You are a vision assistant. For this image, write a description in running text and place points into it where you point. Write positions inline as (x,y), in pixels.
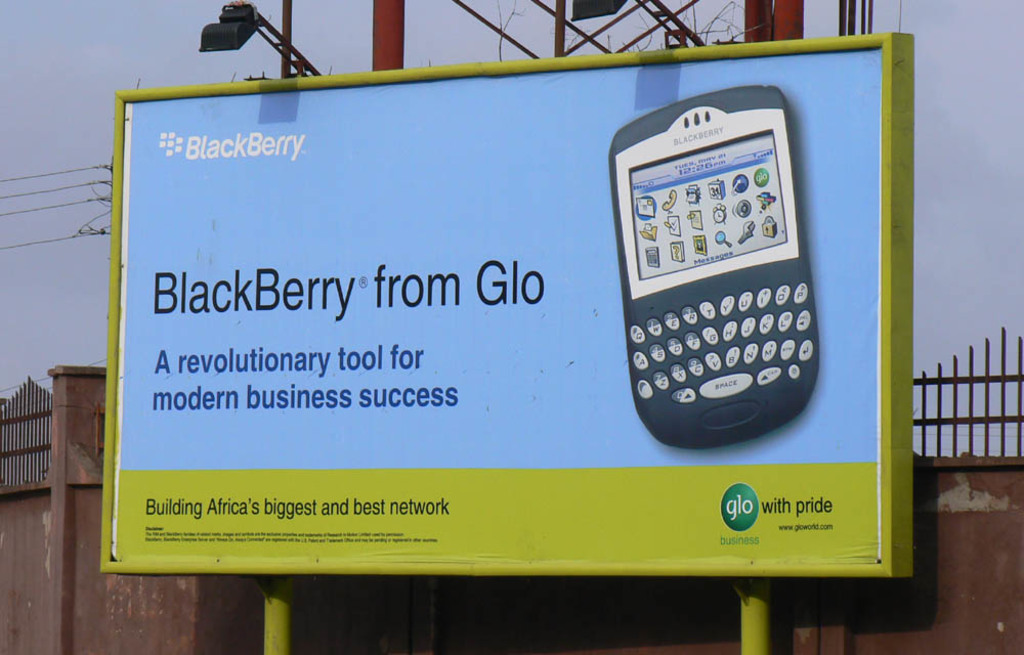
In this picture I can see a hoarding (480,364) on which we can see some text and image (721,328) of a mobile (769,324), behind we can see a wall (986,492) with fencing (987,401) and also we can see some poles (506,37) with lights (599,13).
